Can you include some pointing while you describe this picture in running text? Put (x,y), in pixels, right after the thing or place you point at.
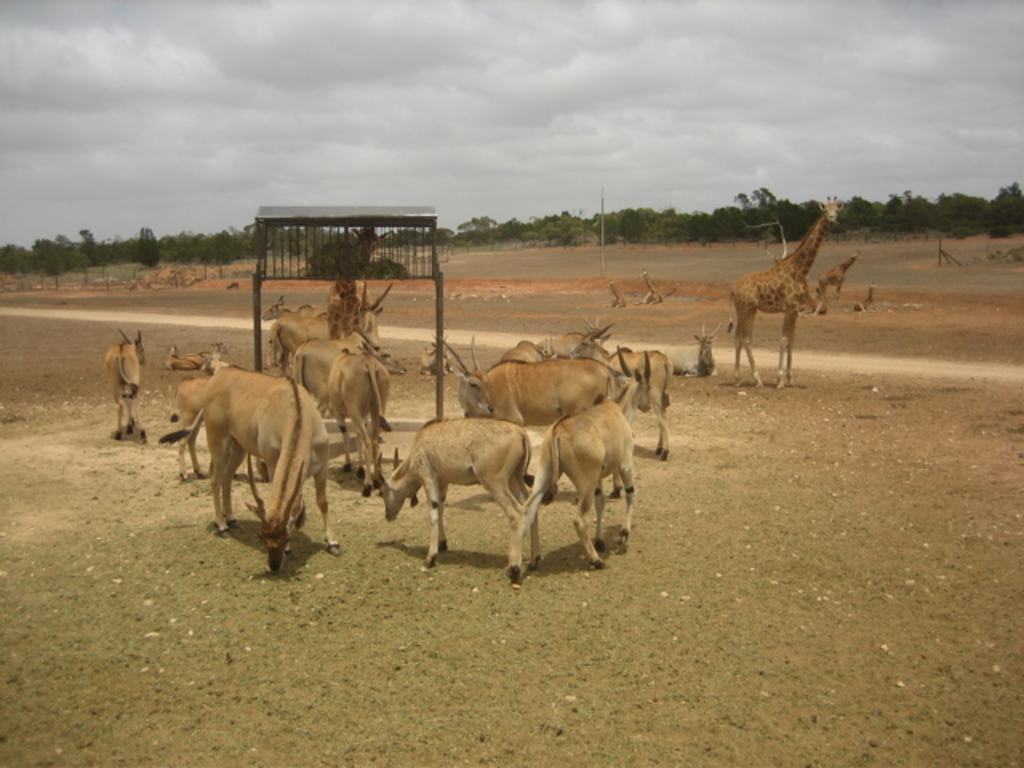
In this picture in the center (482,390) there are animals (462,378) standing and in the background (86,255) there are trees (662,217). In the center (355,258) there is a stand (361,262) and the sky (588,193) is cloudy.
